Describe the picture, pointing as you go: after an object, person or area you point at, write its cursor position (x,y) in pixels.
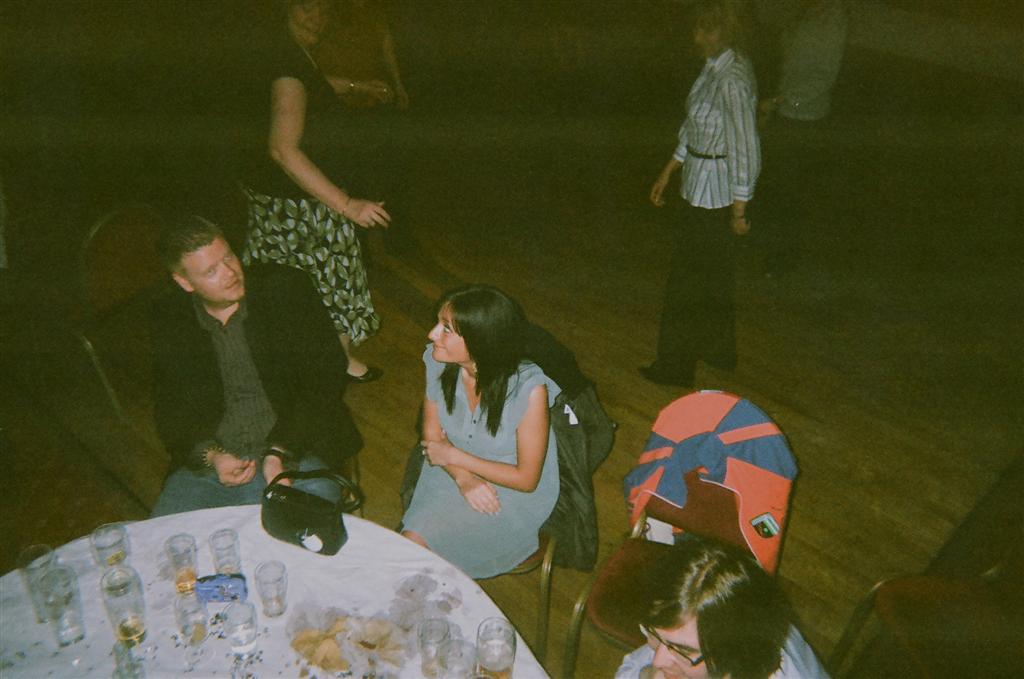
In this image we can see few people (687,638) are sitting on the chair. There are few people (734,165) are standing in the image. There are many drink glasses (431,641) placed on the table (274,622). There is a hand bag (338,536) placed on the table (285,555).
